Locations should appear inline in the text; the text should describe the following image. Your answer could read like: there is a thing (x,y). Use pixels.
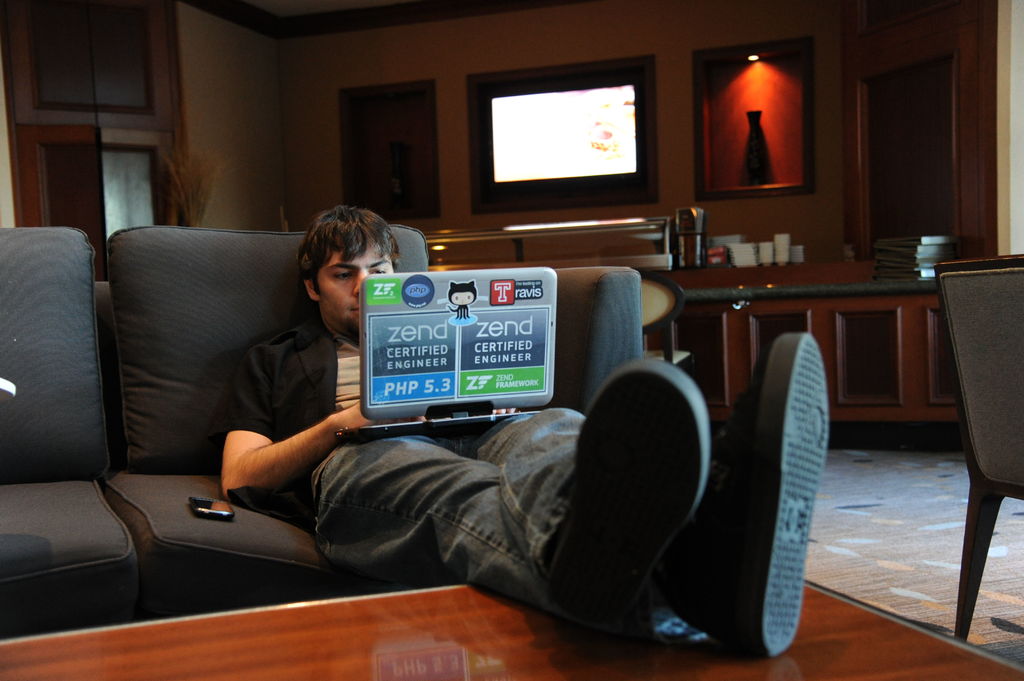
This person (342,299) is sitting on a couch (143,523) and working on a laptop (424,354). Beside this person (317,512) there is a mobile (199,507). A television (579,157) and vase (760,153) on wall (463,108). On this table (723,288) there are files (900,241) and things (712,243).
